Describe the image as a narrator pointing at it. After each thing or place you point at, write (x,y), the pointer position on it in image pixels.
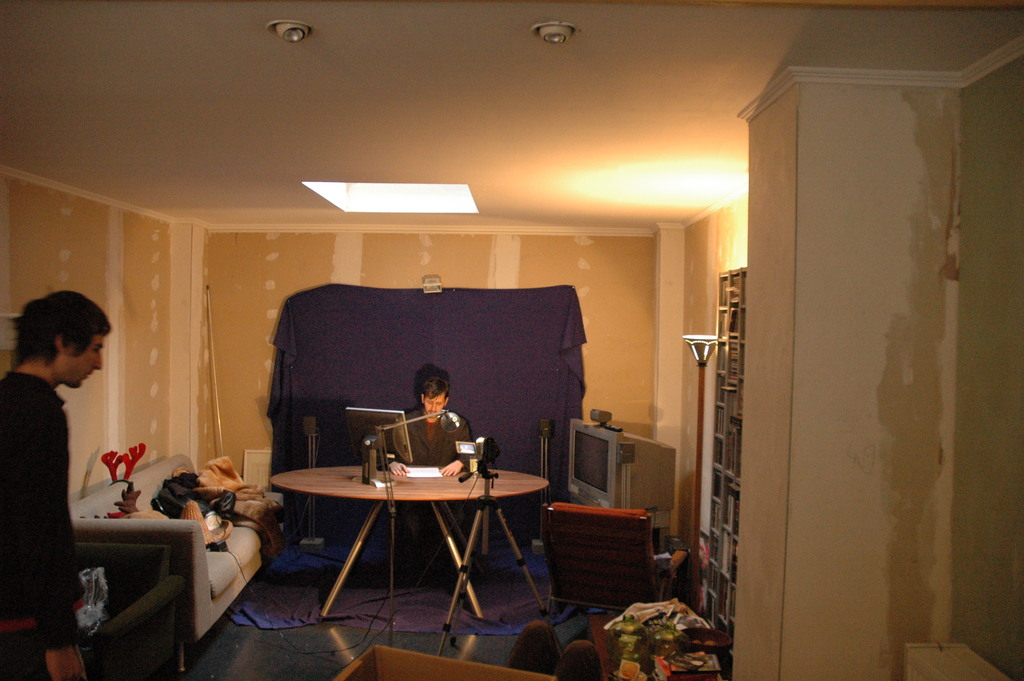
This is the picture taken in a room (455,473), there is a man (462,459) sitting on a chair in front of the man (440,458) there is a table (432,487) on the table (421,487) there is a monitor (396,447), paper (429,474). In front of the table (467,489) there is a tripod stand (484,482) with camera (496,442). There is other man (37,480) standing on the floor (261,643) and there is a sofa (217,567) on the sofa (230,563) there is a cloth (234,491) and some items (221,497). Background of this people (98,328) is a wall (128,349) on the wall (192,358) there is a cloth (386,348) which is in blue color.
